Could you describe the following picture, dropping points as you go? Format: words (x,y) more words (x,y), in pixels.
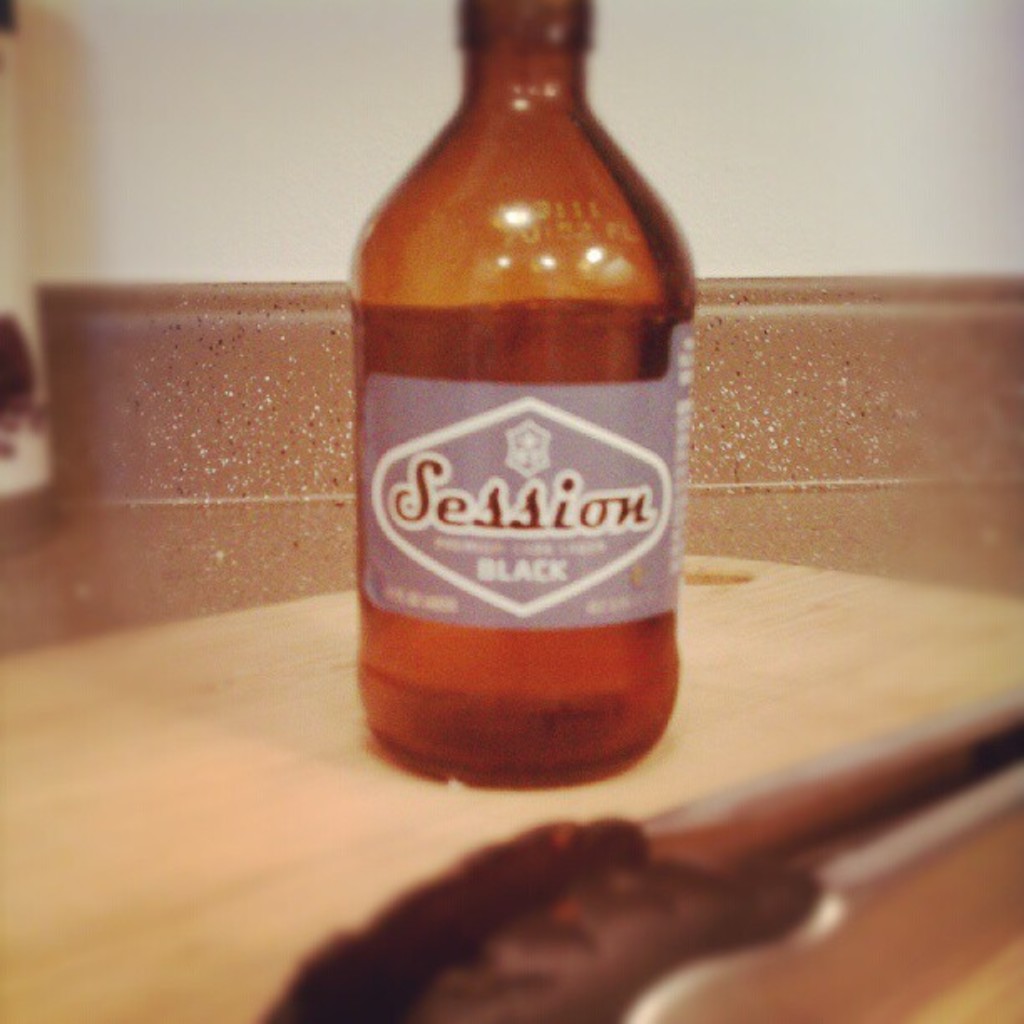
In this picture we can see an object (763,794), bottle (622,326) on a table (11,910) and in the background (418,7) we can see the wall (719,272).
